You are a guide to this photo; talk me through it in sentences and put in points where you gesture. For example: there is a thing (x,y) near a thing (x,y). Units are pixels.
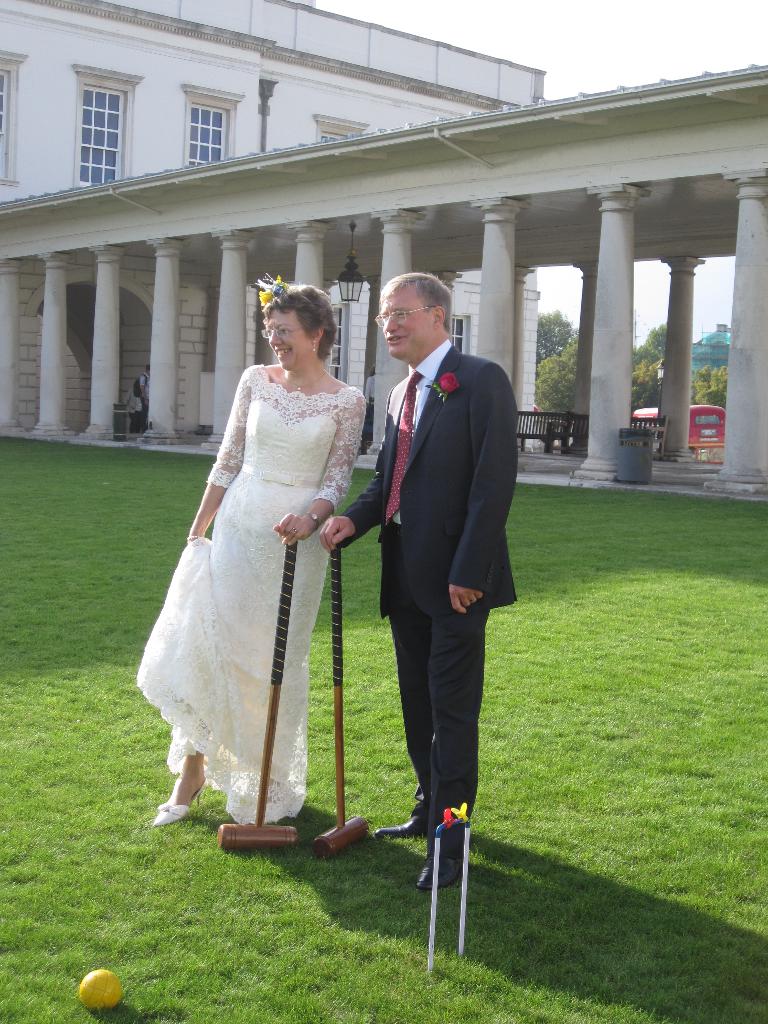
A man (481,519) is standing, he wore black color coat (489,602), trouser (477,620). Here a woman (291,535) is standing, she wore white color dress (263,525). This is the building (457,214).
